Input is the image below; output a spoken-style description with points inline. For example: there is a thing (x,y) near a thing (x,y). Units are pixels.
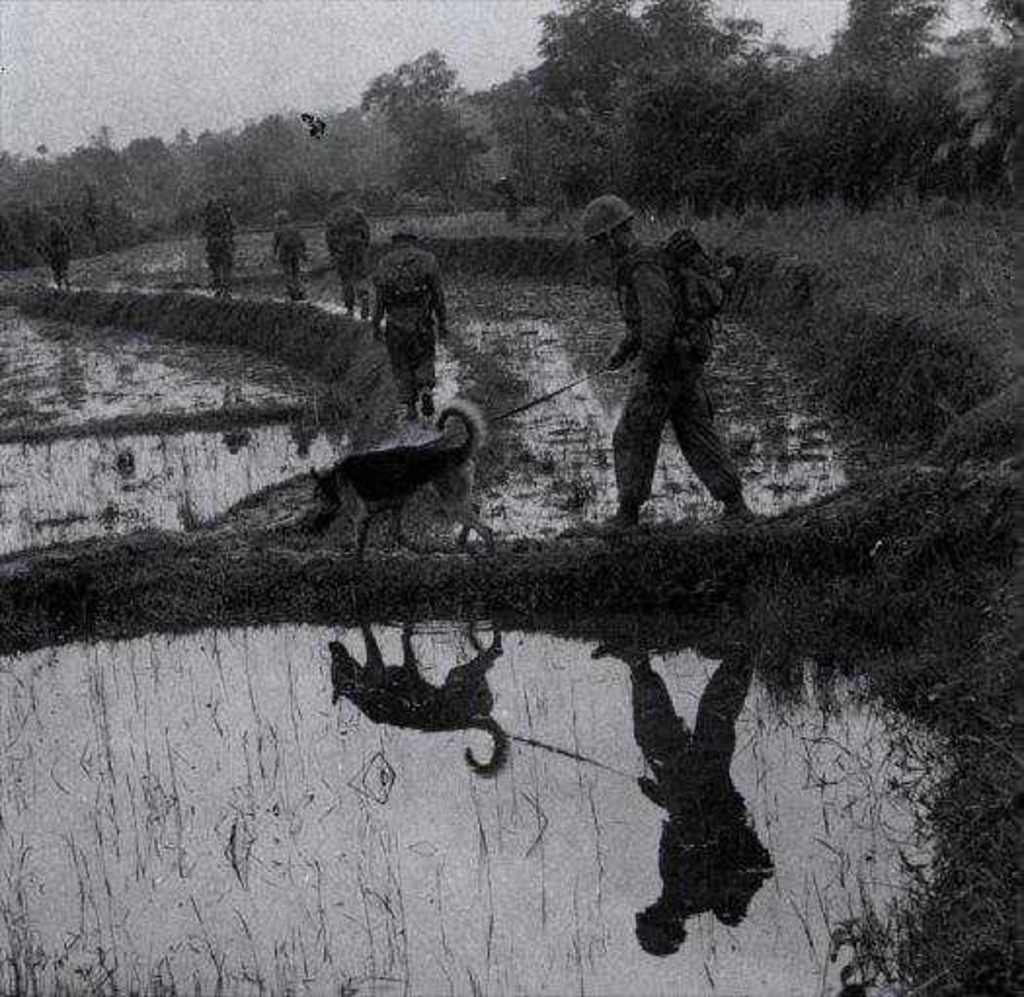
This is a black and white image. In this image I can see the water (301,866) on the ground (99,570). It seems like a crop field (208,361). In the middle of the image (663,360) there is a person (666,398) walking on the land (588,571) by holding the belt (529,408) of a dog (372,474). In the background (216,285) there are some more people (388,341) walking and there are many trees (479,138). At the top of the image (168,49) I can see the sky (154,44).
